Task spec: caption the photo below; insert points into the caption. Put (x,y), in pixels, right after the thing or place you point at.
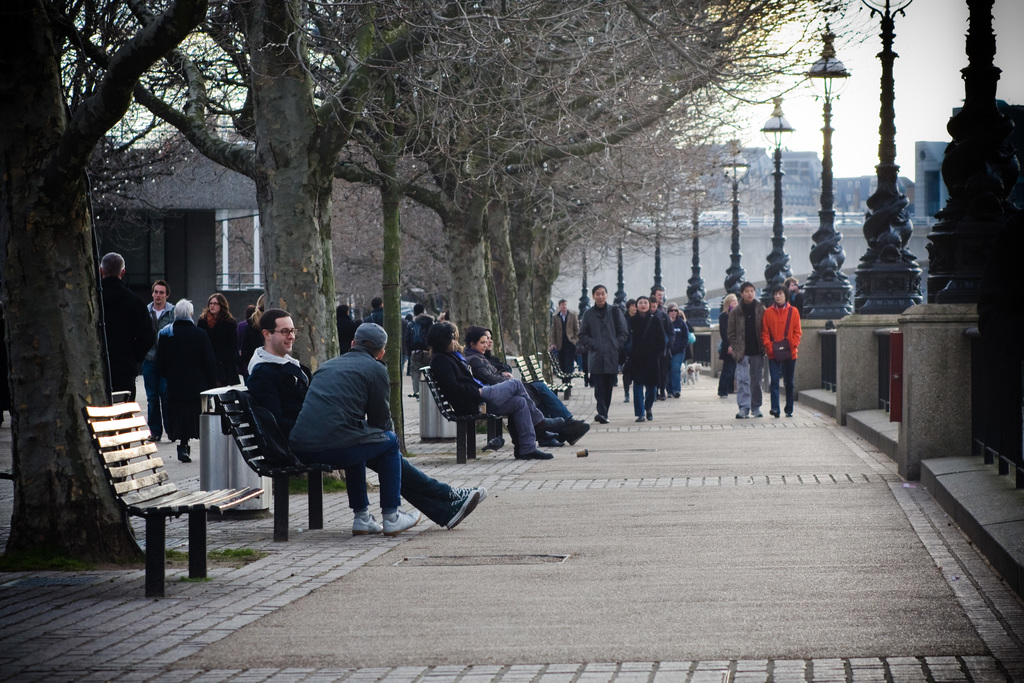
Here we can see some people (358,452) sitting on benches (559,375) and some group of people (176,357) walking and there are number of trees (505,193) present and there are light posts (825,104) present and there are buildings (785,207) present.
